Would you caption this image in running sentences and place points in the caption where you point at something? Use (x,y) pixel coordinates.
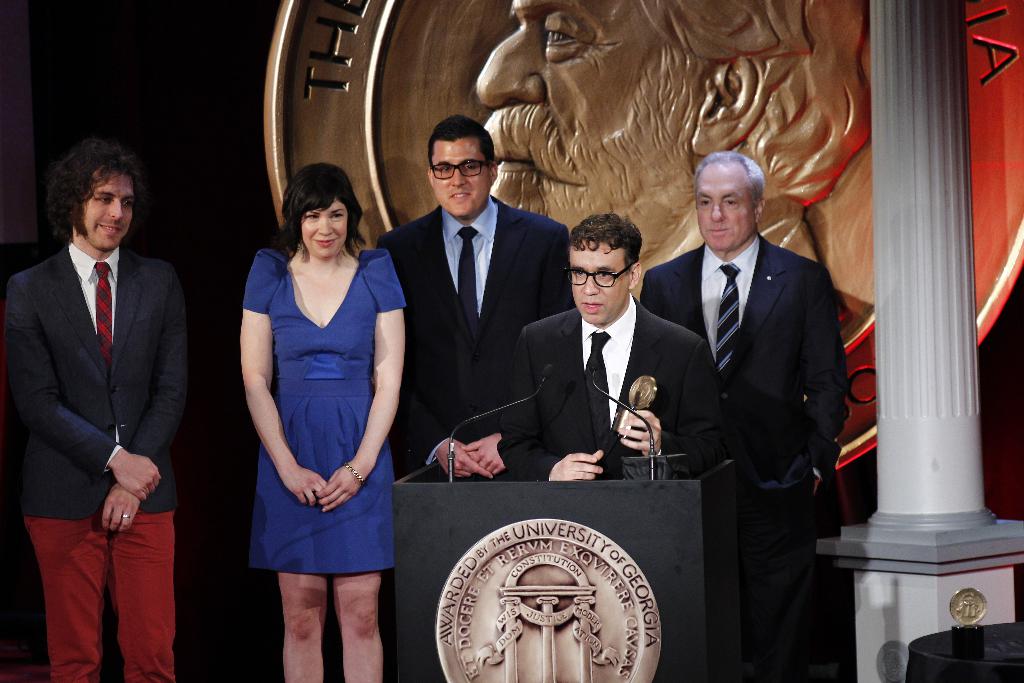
In this image I can see the group of people (146,338) with different color dresses (435,366). I can see the podium (532,518) in-front of one person (511,456). I can see one person (539,426) holding an object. To the right (938,390) I can see the pillar (936,355). In the background (589,151) I can see the board (300,119) and there is a black background (172,22).
